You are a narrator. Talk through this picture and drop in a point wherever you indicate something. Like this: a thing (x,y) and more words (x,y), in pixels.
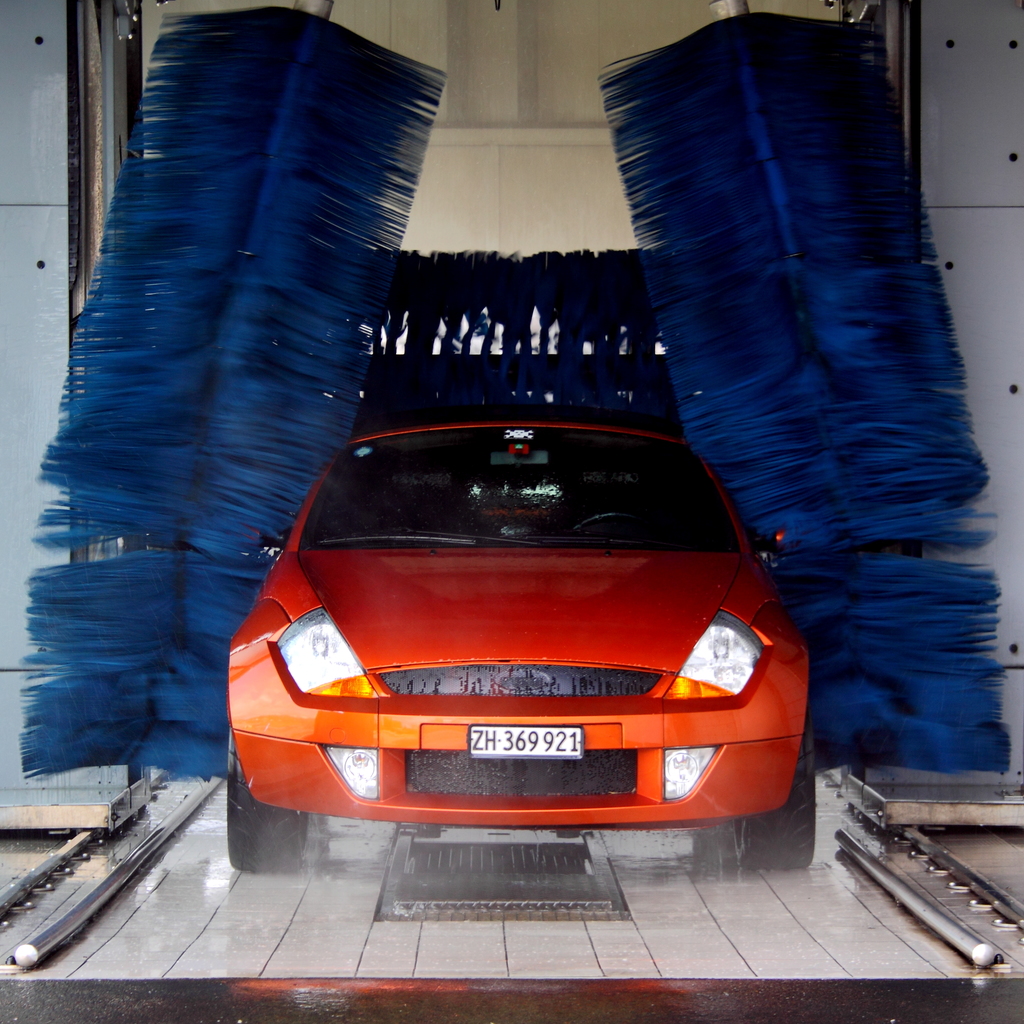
There is a vehicle (390,700), it seems to be in a car wash (53,809) with brushes (737,404) in the foreground (417,144) and a wall (427,15) in the background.
